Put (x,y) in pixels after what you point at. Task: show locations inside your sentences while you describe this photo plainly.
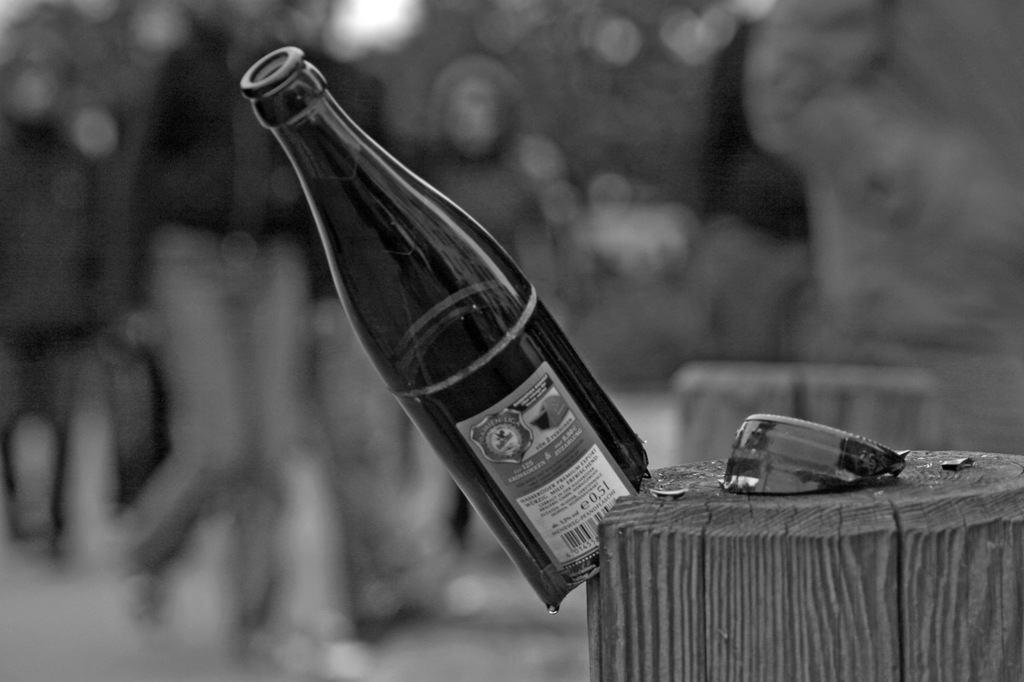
This is a black and white image. We can see a broken glass bottle (497,396), At the bottom right corner of the image (711,568), there is a wooden object (737,560). Behind the bottle (408,292) there is the blurred background (45,517).
